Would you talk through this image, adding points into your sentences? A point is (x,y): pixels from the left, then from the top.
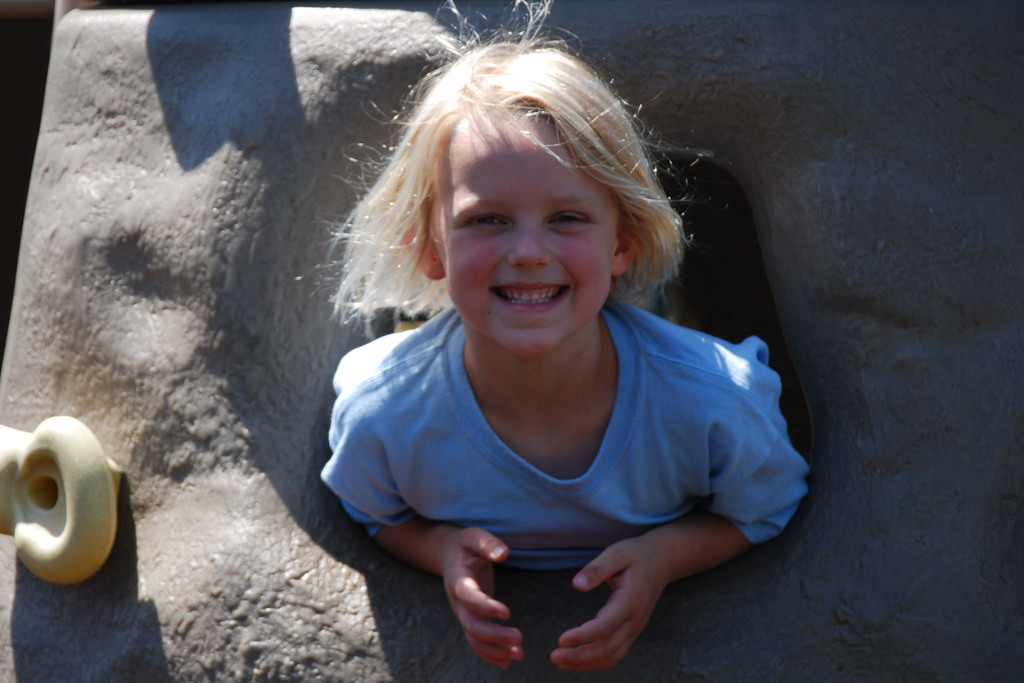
In this picture we can see a girl (441,533) smiling and some objects (295,262).
